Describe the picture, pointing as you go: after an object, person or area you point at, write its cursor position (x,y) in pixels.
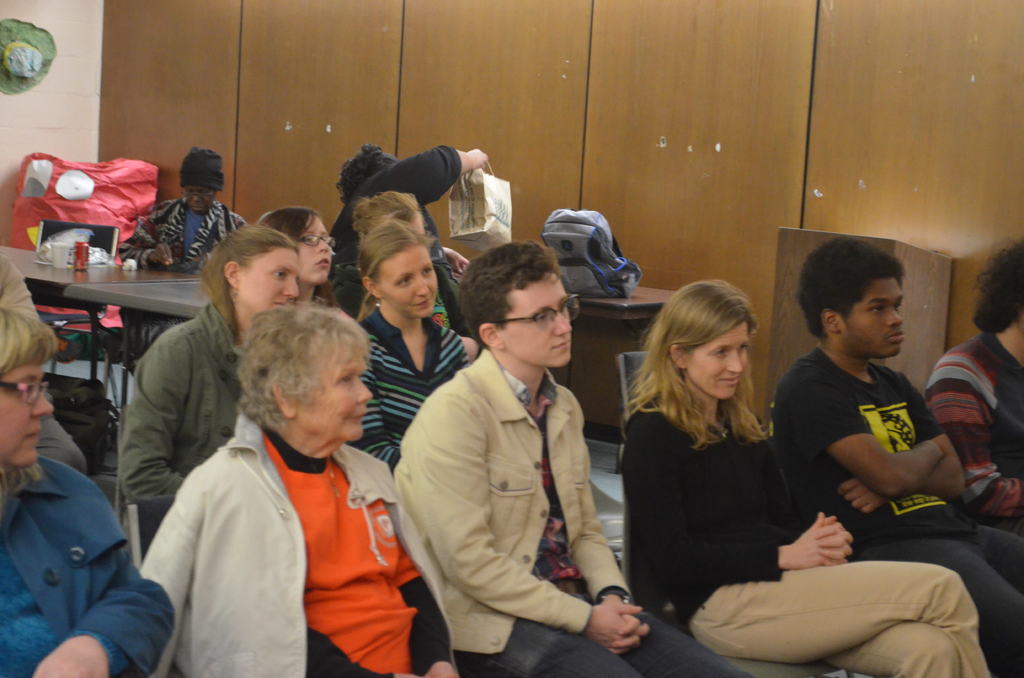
In the background (193,51) we can see the wooden wall (335,51). In this picture we can see the people (170,398) are sitting on the chairs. On the tables (588,305) we can see bag (615,245) and few objects (63,258). We can see a person (436,176) is holding a carry bag (484,208). In this picture we can see few objects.
